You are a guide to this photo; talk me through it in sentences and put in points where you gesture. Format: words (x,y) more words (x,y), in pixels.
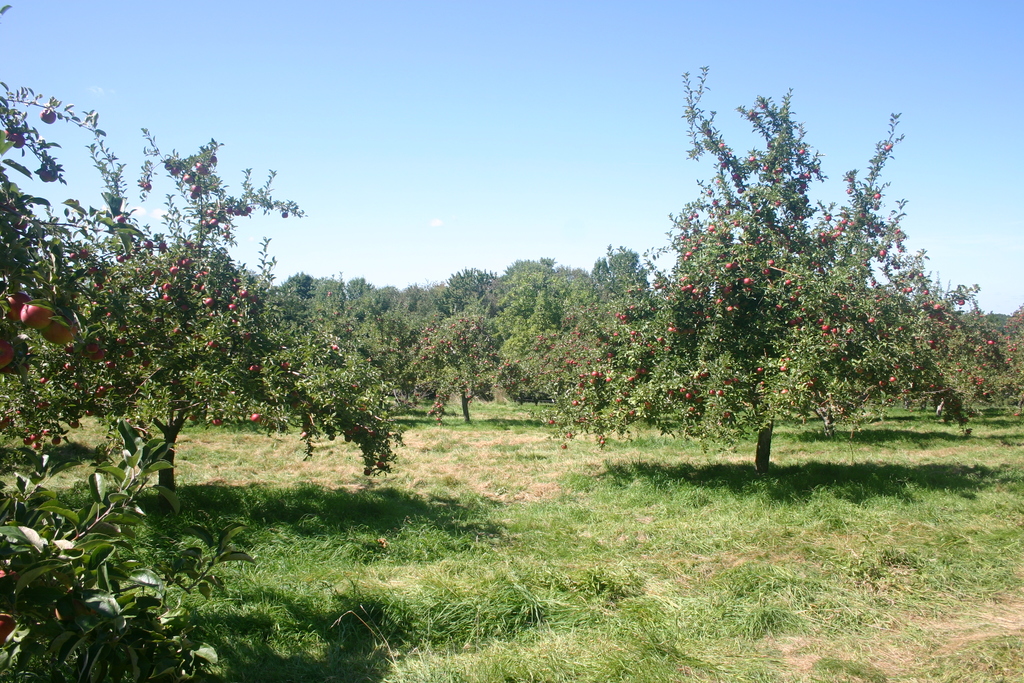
In this picture there is grassland (715,480) at the bottom side of the image (641,481) and there are trees (421,389) around the area of the image.
